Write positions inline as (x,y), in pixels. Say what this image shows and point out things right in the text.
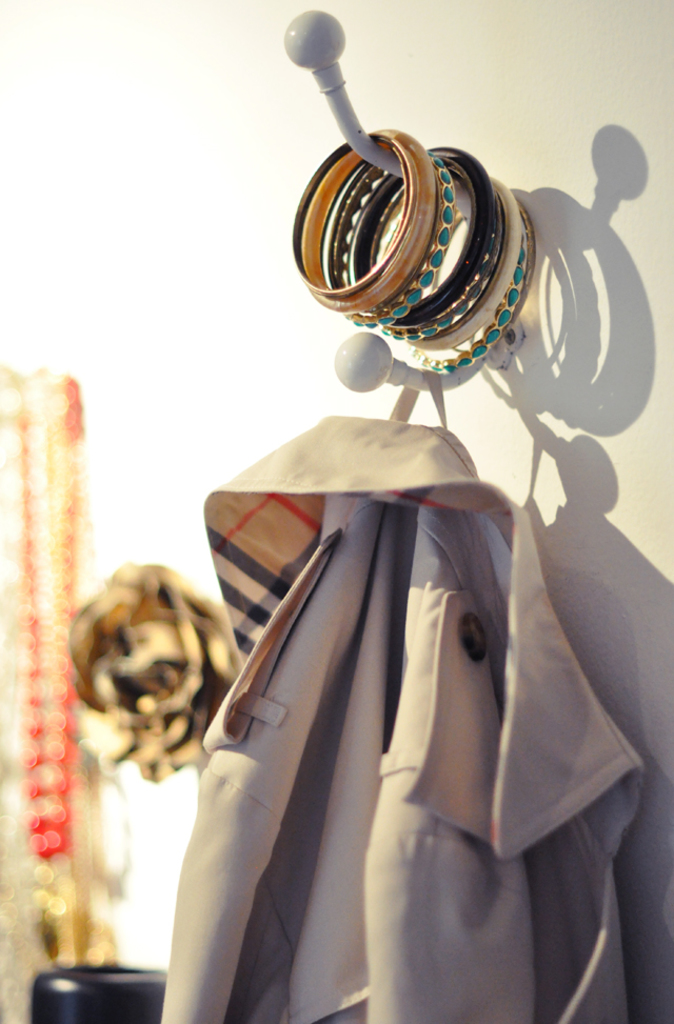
This image consists of a coat (295,631) in the middle (246,534). There is a chain (61,962) on the left side (59,445). There are bangles (420,229) at the top (397,247).
